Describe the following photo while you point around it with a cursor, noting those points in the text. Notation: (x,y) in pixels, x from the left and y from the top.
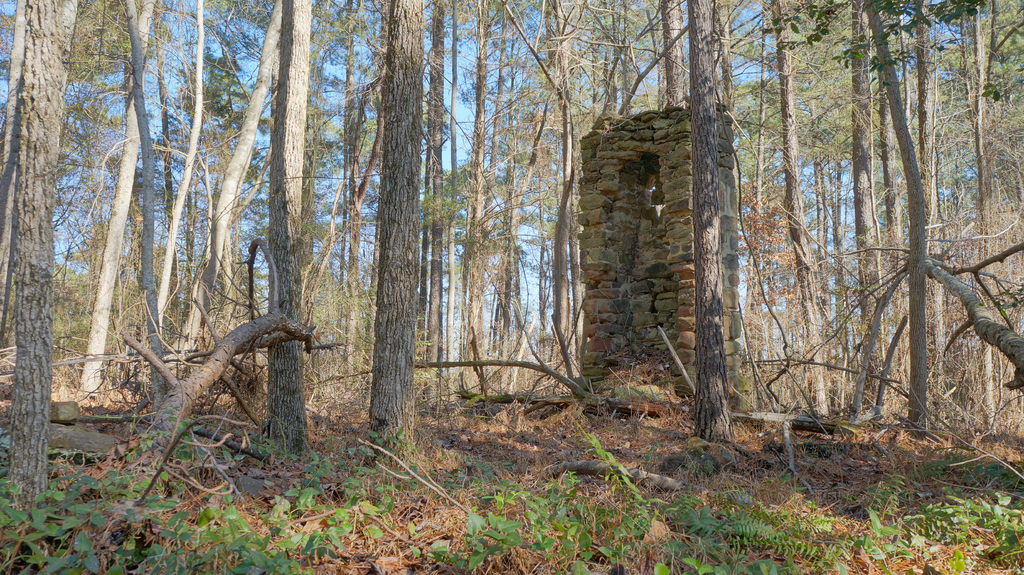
In the center of the image (634,332) we can see a stone wall (689,234), a group of trees (548,260) and the sky (263,134). At the bottom of the image (798,513) we can see some plants (1004,521).
